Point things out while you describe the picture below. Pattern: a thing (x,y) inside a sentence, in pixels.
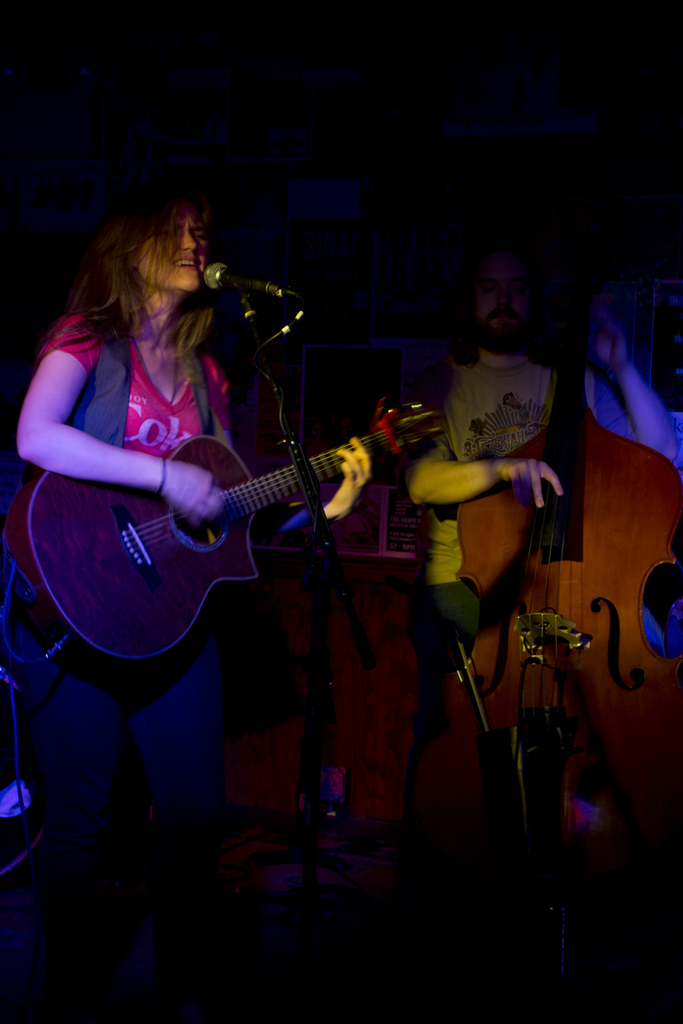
This picture shows woman (169,427) standing and singing in front of a mic (232,285) and a stand (258,342), holding a guitar (209,465) in her hands (204,483). In the background (447,528) there is another guy (474,398), holding a large guitar (582,706) here.
